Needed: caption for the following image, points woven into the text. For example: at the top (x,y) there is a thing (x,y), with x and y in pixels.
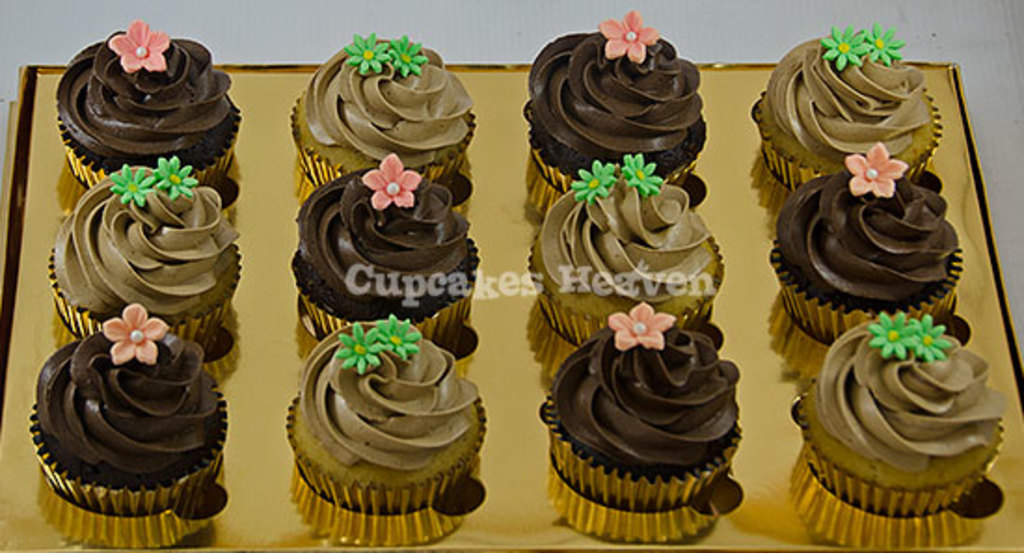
There are some cupcakes (377,294) kept in a box (939,92), the box (757,235) is of gold color.
